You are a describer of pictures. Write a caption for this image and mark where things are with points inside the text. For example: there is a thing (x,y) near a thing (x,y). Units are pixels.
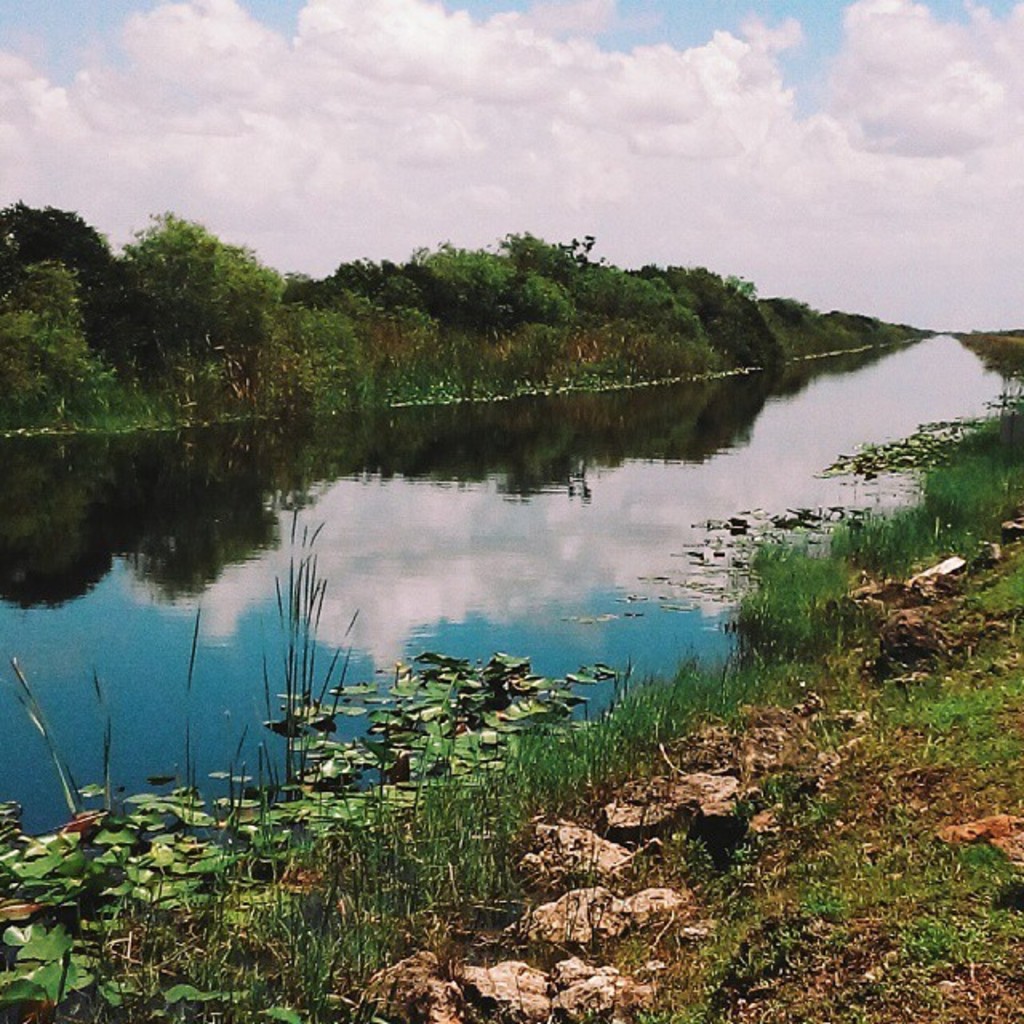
As we can see in the image there is grass (640,718), water (560,562), trees (123,317), sky (807,13) and clouds (535,42).
